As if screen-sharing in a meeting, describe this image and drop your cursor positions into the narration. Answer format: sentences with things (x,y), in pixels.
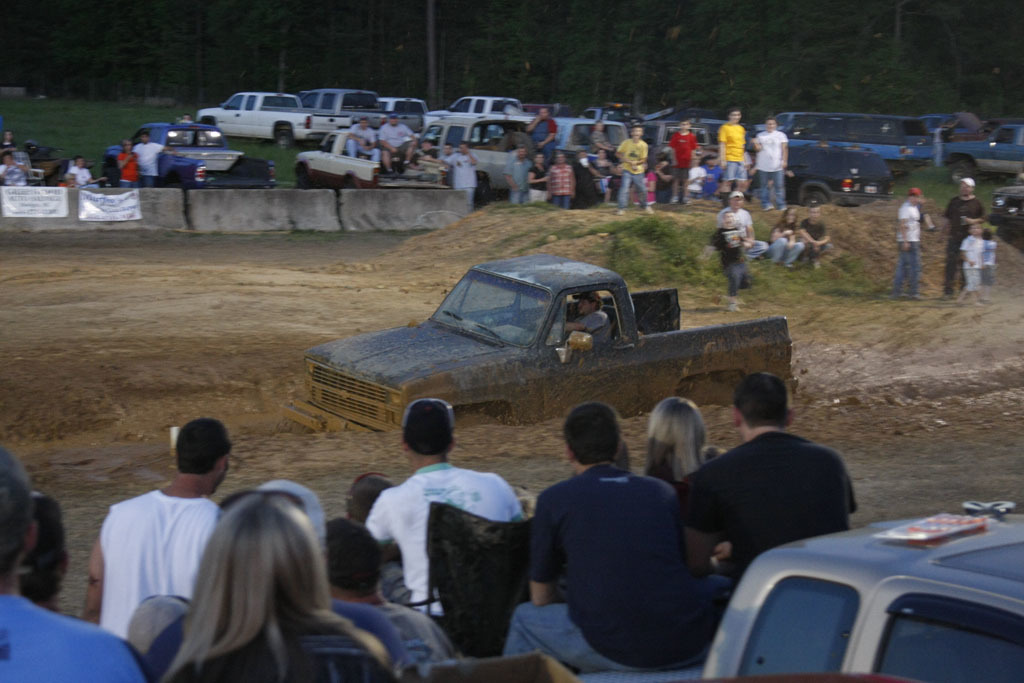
In this picture I can observe black color vehicle (448,371) in the middle of the picture (528,379). It is moving in the mud (283,421). In the background (419,115) I can observe some vehicles (379,125) parked on the land (177,119). In this picture I can observe some people (591,545). In the background (601,58) there are trees (380,57).
